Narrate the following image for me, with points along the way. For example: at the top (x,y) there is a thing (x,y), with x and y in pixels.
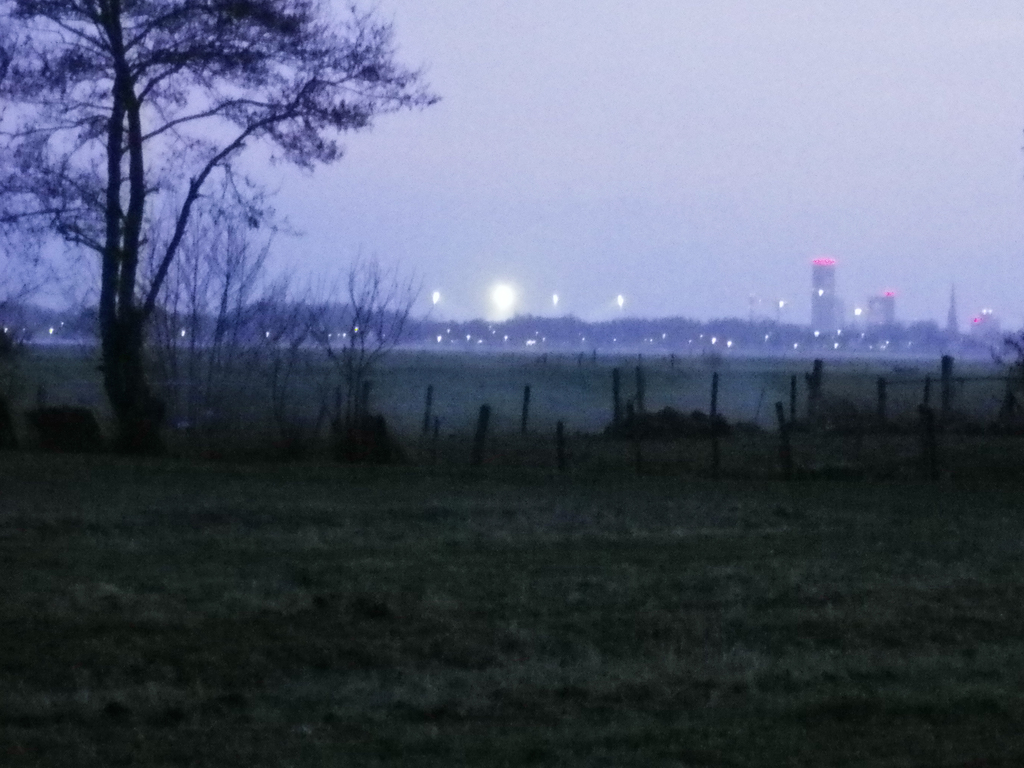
this picture is taken in a dim light after sunset. here we can see a tree (33,1) and we can see some tall buildings (832,260).
